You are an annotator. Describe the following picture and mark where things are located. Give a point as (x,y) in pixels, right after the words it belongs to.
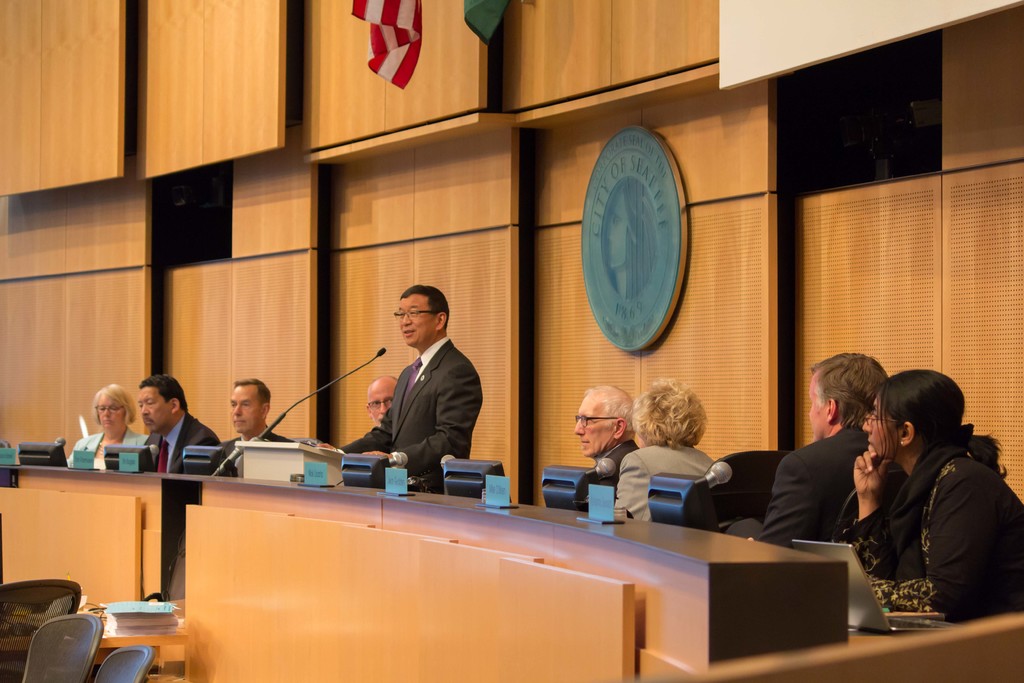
Here we can see group of people (908,421) are sitting on the chair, and here a person (436,394) is standing and speaking, and in front here is the microphone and at back (573,289) here is the wall (392,264).
